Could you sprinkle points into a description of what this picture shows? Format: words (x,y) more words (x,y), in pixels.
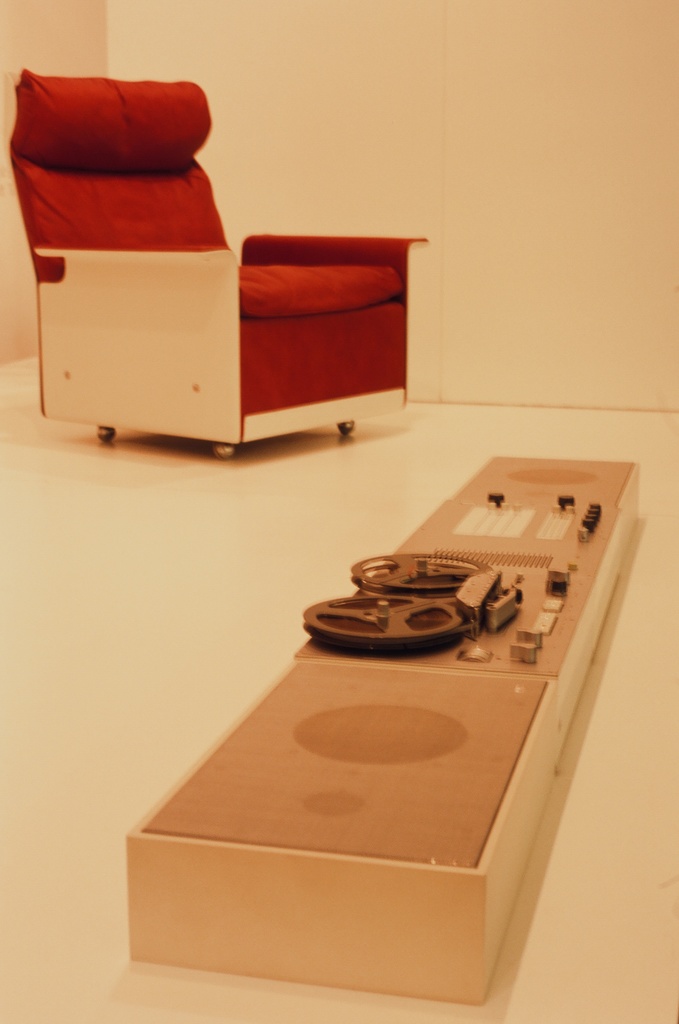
In front of the image there is some object (394,719) on the floor (643,693). There is a chair (187,328). In the background of the image (492,217) there is a wall (572,255).
